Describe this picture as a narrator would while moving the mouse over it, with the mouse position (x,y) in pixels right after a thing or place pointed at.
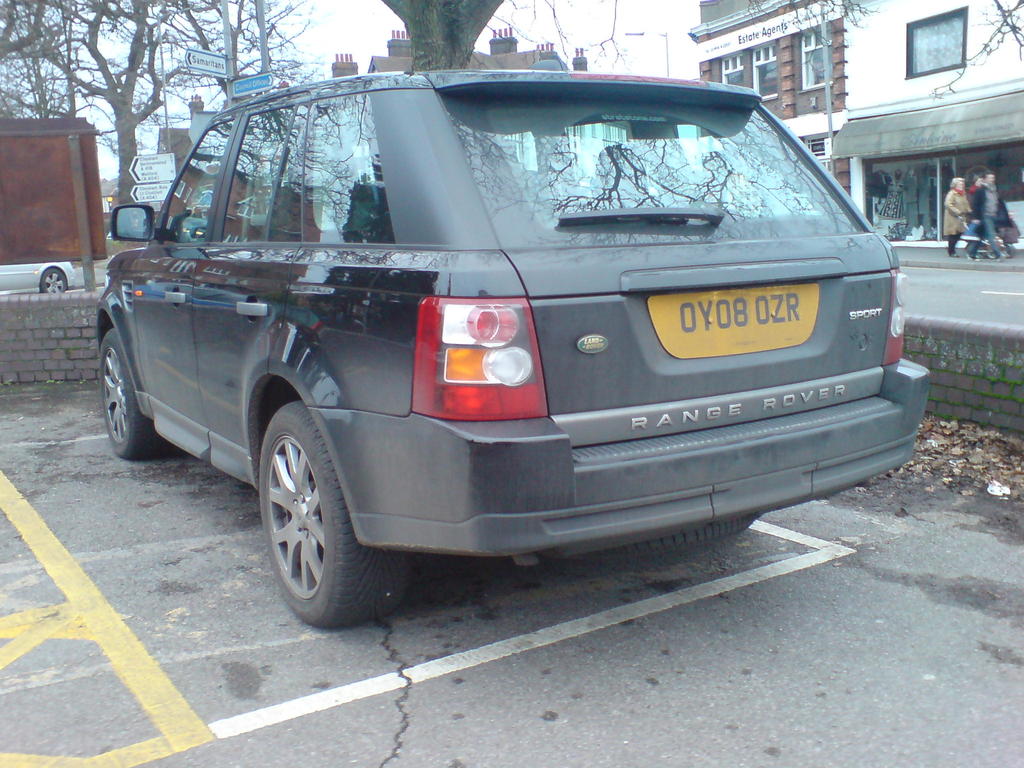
We can see car (360,385) on the surface (473,568) and we can see wall (36,336), trees (439,20) and boards (65,259) on poles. In the background (305,48) we can see people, buildings (1008,34) and sky (309,72).
